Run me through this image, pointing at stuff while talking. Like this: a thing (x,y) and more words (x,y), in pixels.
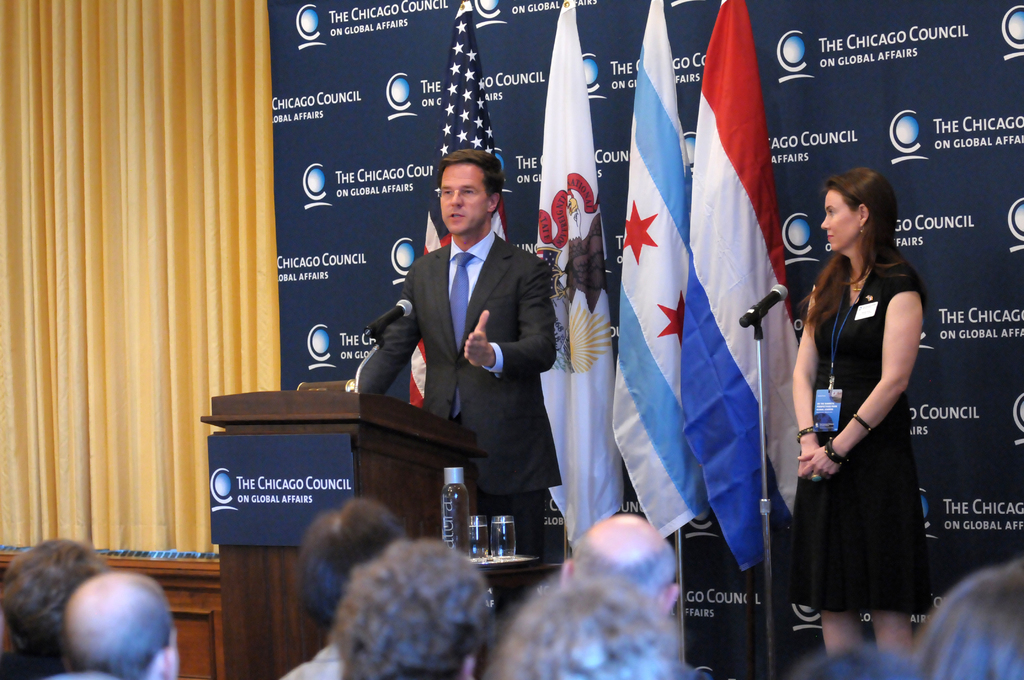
In this image I can see heads (475,596) of several person's (417,580), a person (505,297) wearing shirt (477,266), tie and blazer (514,353) is standing in front of a podium (406,439). I can see a bottle (447,524), few glasses (512,528), a microphone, a woman (822,367) wearing black colored dress (844,364), a microphone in front of her, few flags (727,325), the cream colored curtain (181,240) and the huge banner (353,151) which is navy blue in color in the background (946,135).
